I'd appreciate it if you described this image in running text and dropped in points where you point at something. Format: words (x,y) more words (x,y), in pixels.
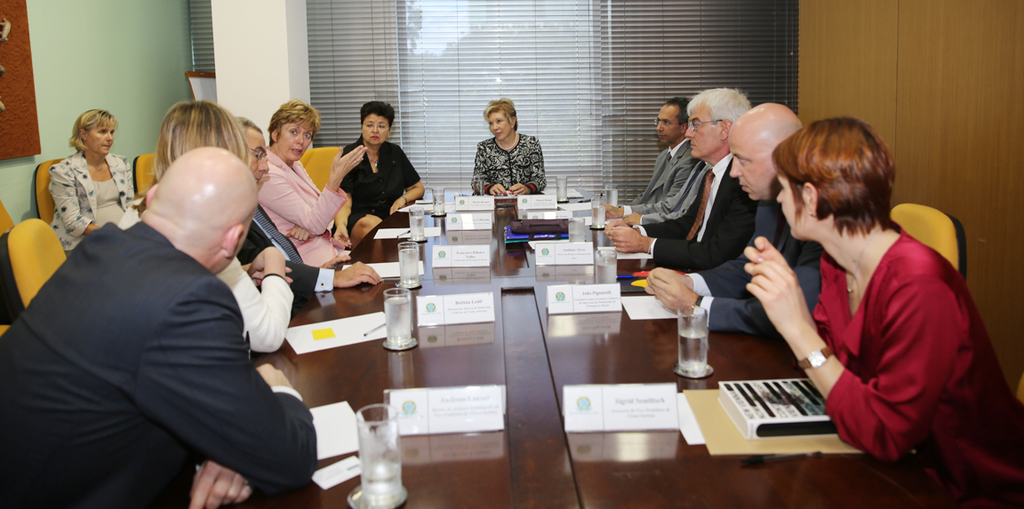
This is a meeting room (952,154). People (858,418) are sitting on the chair (19,269). There is a table (525,391) on the table (547,393) there are name plates (615,301), glasses (697,368) with water (693,355), book (756,405), paper (324,345), pen (366,336). In the right bottom (875,345) there is a lady (898,322) wearing a red dress (894,332). She is wearing a watch (819,353). She is having brown hair (846,190). In the left bottom corner (103,365) there is a man (179,215) wearing a suit (84,379) having bald head (181,207). There is a pillar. In the background (435,61) there is window blinds (603,75). There is a lady (288,151) who is talking. The wall (180,42) is green in color the chairs (40,244) are yellow in color.
